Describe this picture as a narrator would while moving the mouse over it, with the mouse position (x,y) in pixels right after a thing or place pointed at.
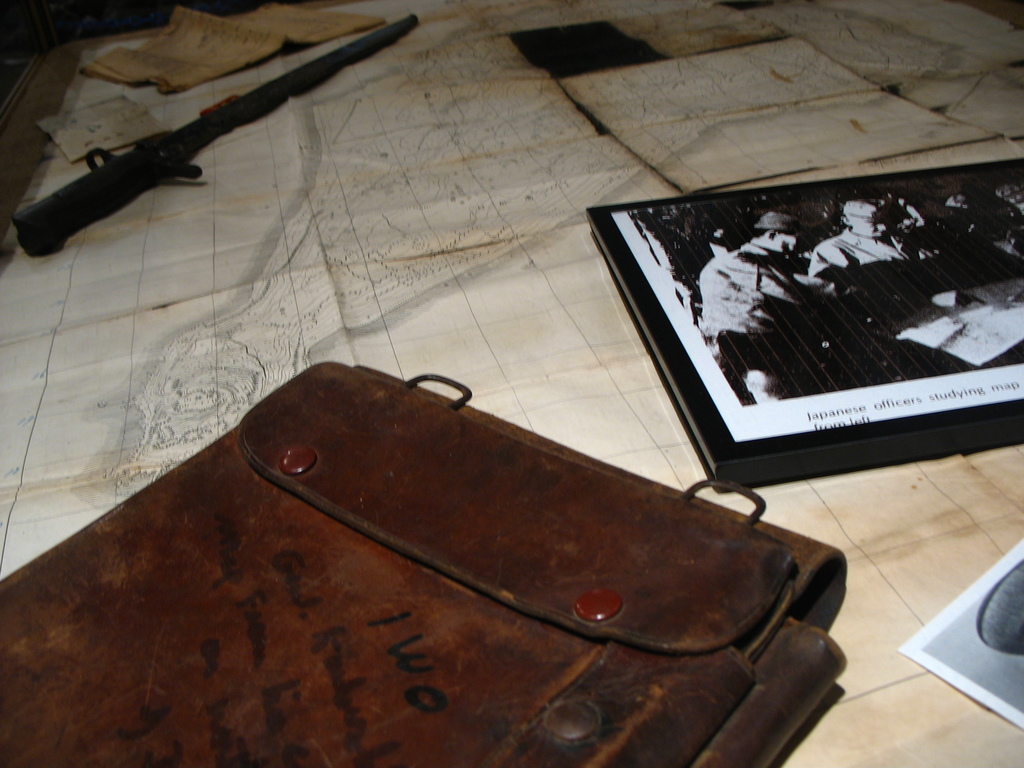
In this picture we can see a bag (246,701), bayonet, papers (306,273), photos (936,284) and these all are placed on a table (46,96).
